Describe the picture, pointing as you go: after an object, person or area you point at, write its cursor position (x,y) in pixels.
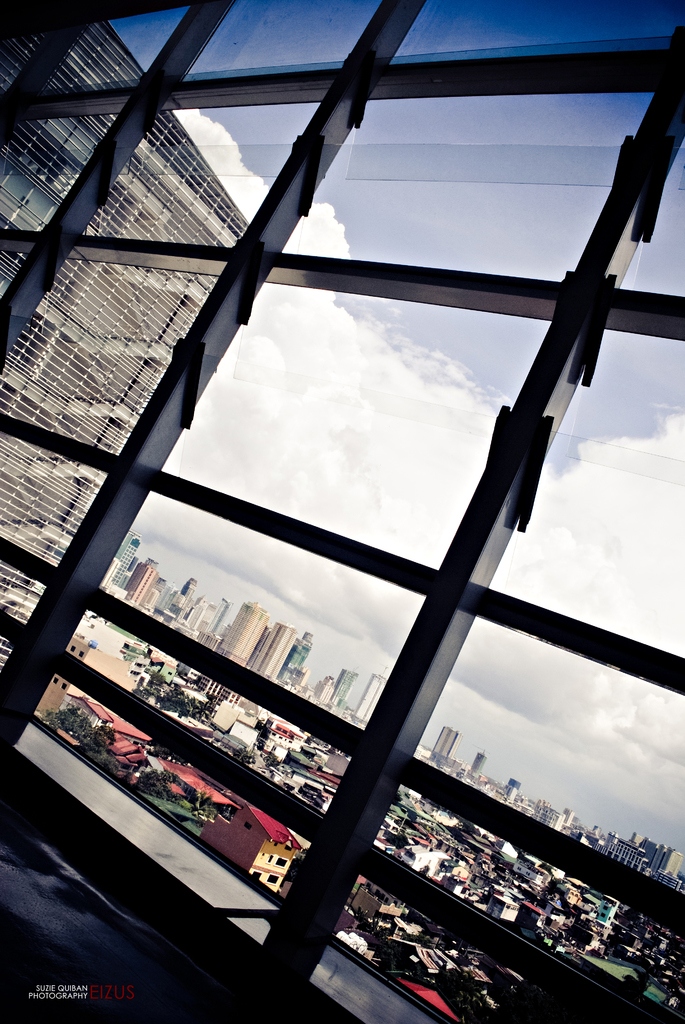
In this picture we can observe windows (346,850) of a building (294,927). In the background (497,844) there are buildings (227,612) and houses (551,913). We can observe sky (367,456) with clouds (342,591).
